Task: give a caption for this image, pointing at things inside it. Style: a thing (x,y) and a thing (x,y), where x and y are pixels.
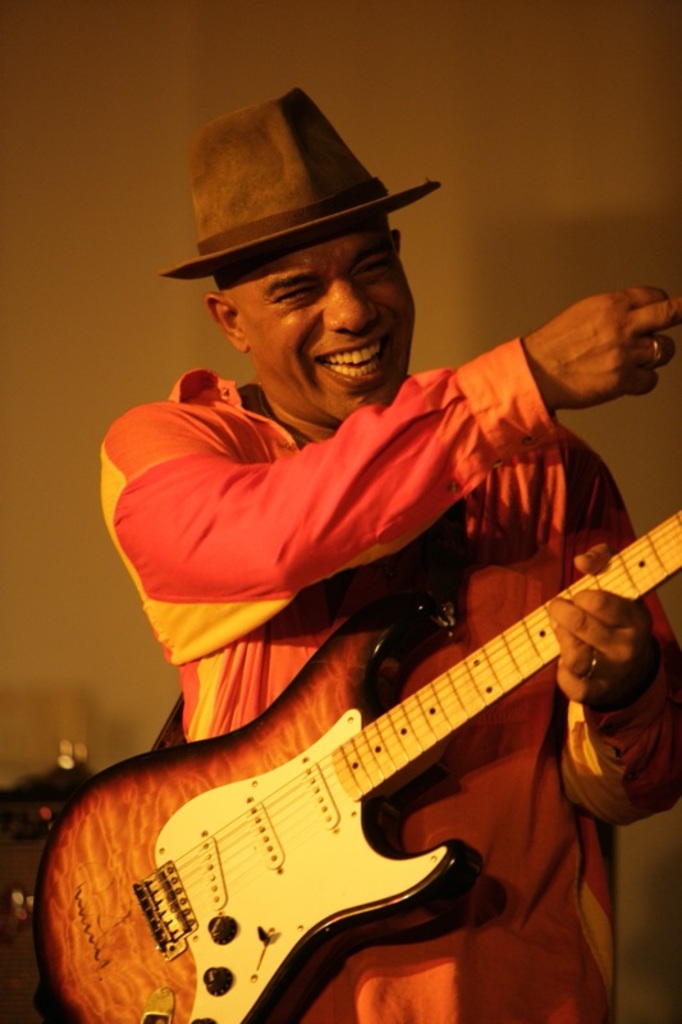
A man (132,441) with pink shirt (265,454) is standing and holding a guitar (367,815) in his hand (585,689). He is laughing. On his head (373,350) there is a hat (253,185).
